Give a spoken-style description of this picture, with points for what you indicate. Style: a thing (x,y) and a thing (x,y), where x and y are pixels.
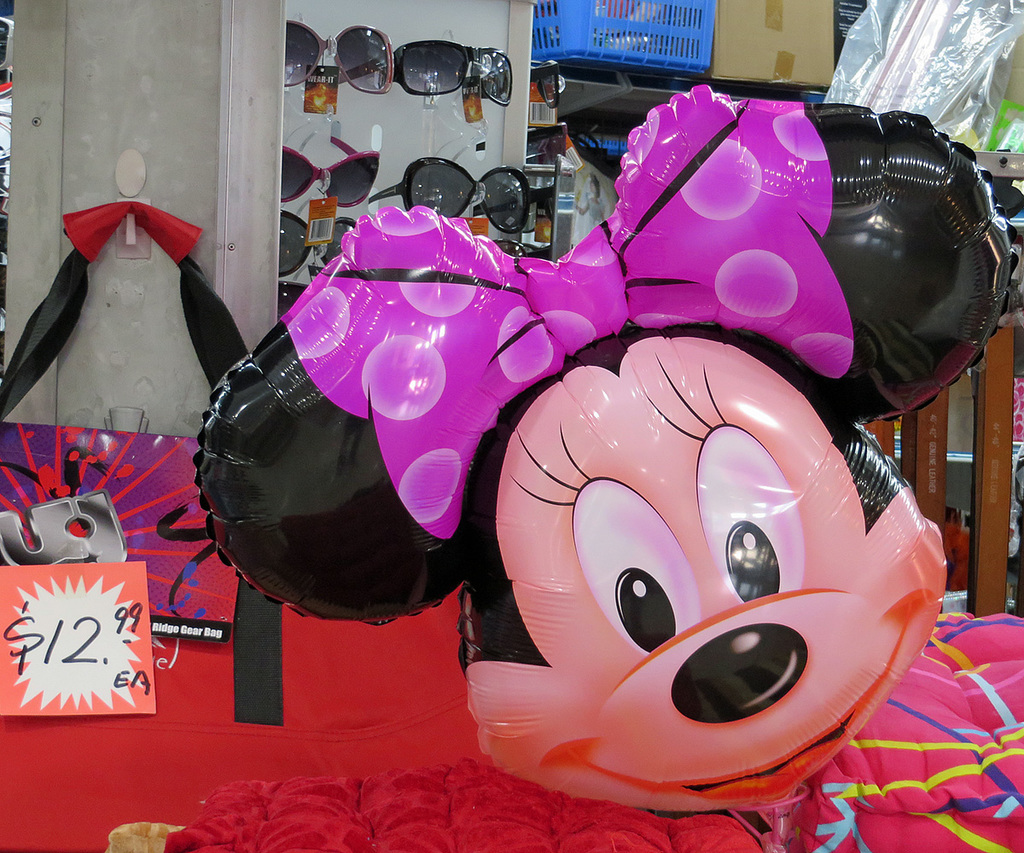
In front of the picture, we see a minnie mouse balloon (598,411). Beside that, we see a bag (219,610) in red, violet and black color. At the bottom (432,787), we see a red carpet (405,773) and a cloth (438,799) in red color. In the right bottom (909,729), we see a blanket (949,751) in pink color. In the background (302,56), we see the goggles (384,36) containing the price tags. Beside that, we see a blue basket (644,29) and a carton box (729,67). Beside that, we see a plastic bag (893,68).
